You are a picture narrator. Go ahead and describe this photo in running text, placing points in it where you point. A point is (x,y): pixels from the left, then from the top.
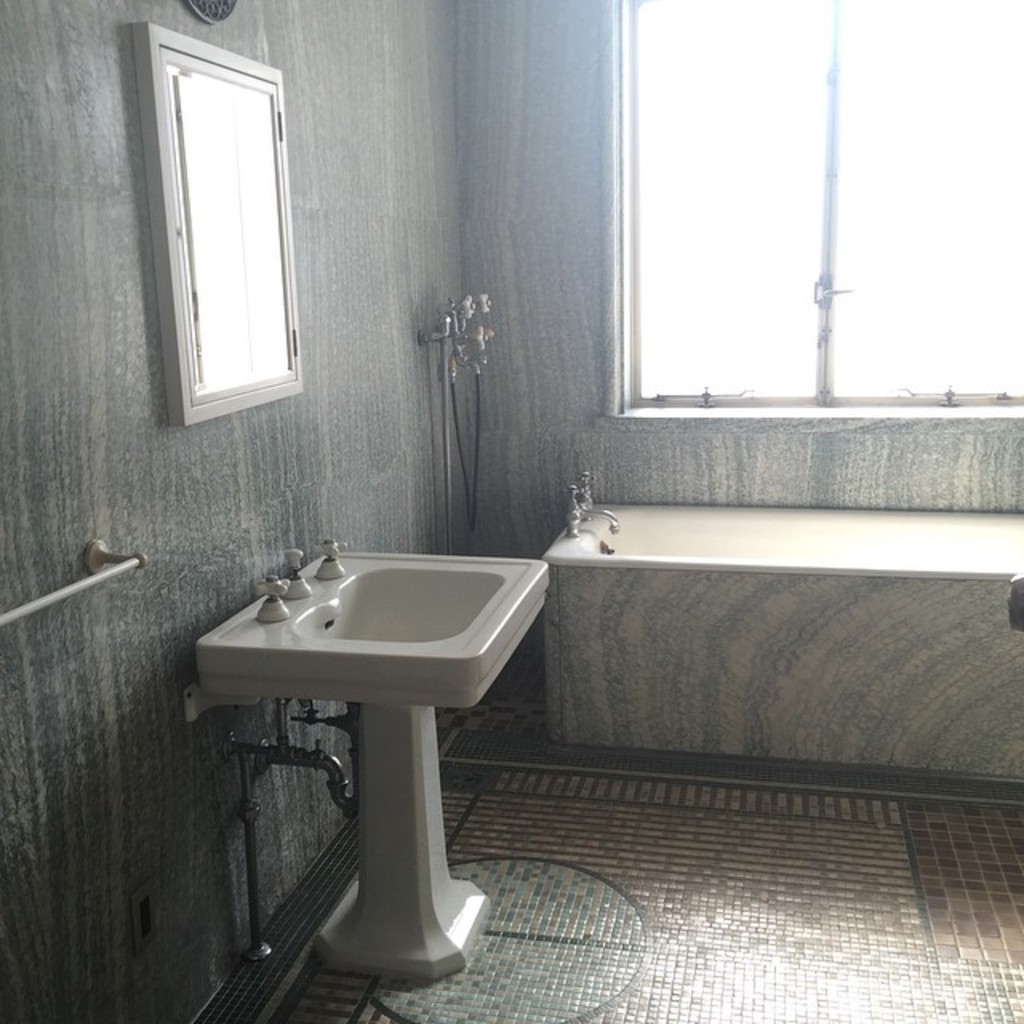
In this image i can see the inside view of a washroom (536,317), the bathing tub (765,547) and taps (578,507). Also the wash basin (452,664) and the taps (296,589) to it and also I can see the window (841,203) in the top right corner (776,198) and surface (688,859) is with tiles (837,881).
